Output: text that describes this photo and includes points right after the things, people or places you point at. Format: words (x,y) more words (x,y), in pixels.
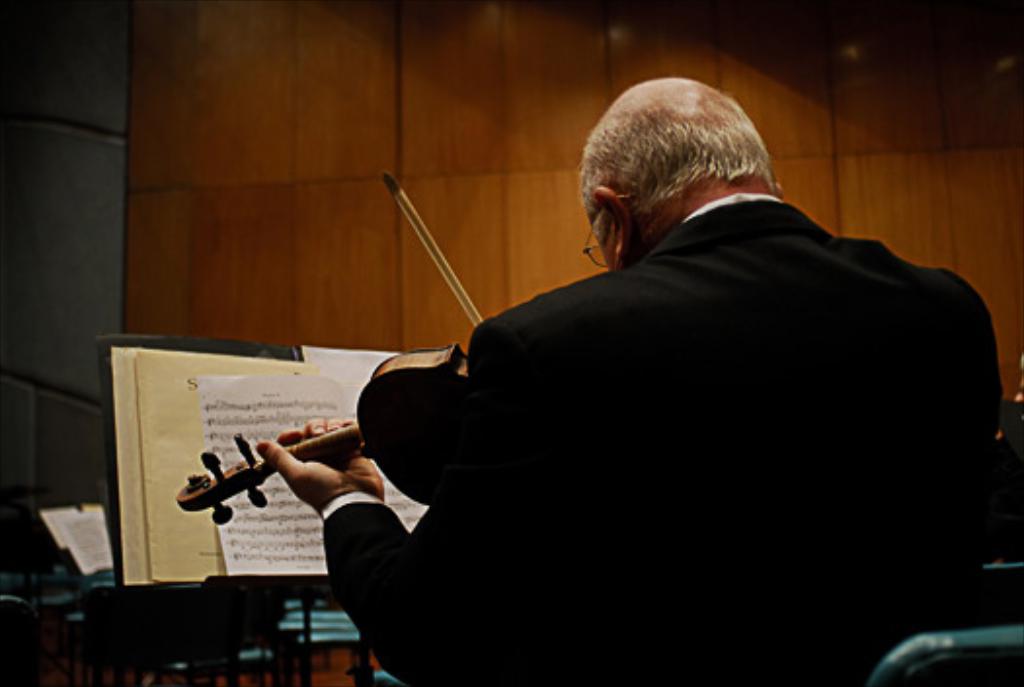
In this image i can see man (784,472) sitting and playing a musical instrument (434,368), in front of a man (702,544) there is a book (288,384) and a stand (278,354), at the back ground (249,184) there is a wooden wall (346,211).
